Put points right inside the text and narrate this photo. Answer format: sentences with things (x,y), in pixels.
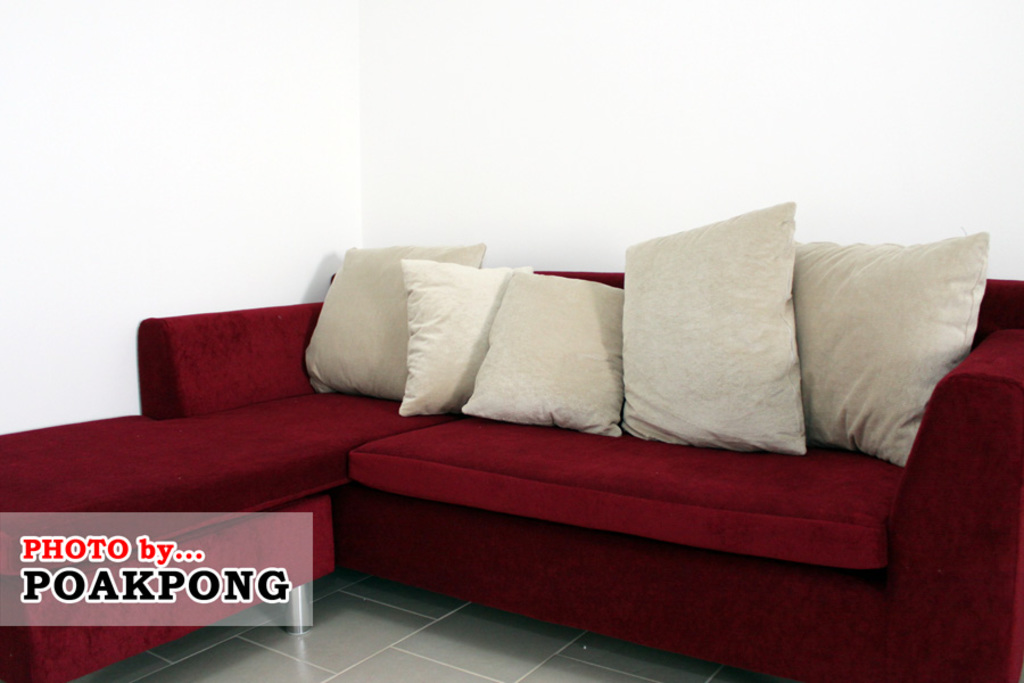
In this picture there is a red sofa (708,560) towards the right (787,392), there are group of cream pillows (548,421) on it. Towards the left bottom (139,580) there is some text (105,577).
